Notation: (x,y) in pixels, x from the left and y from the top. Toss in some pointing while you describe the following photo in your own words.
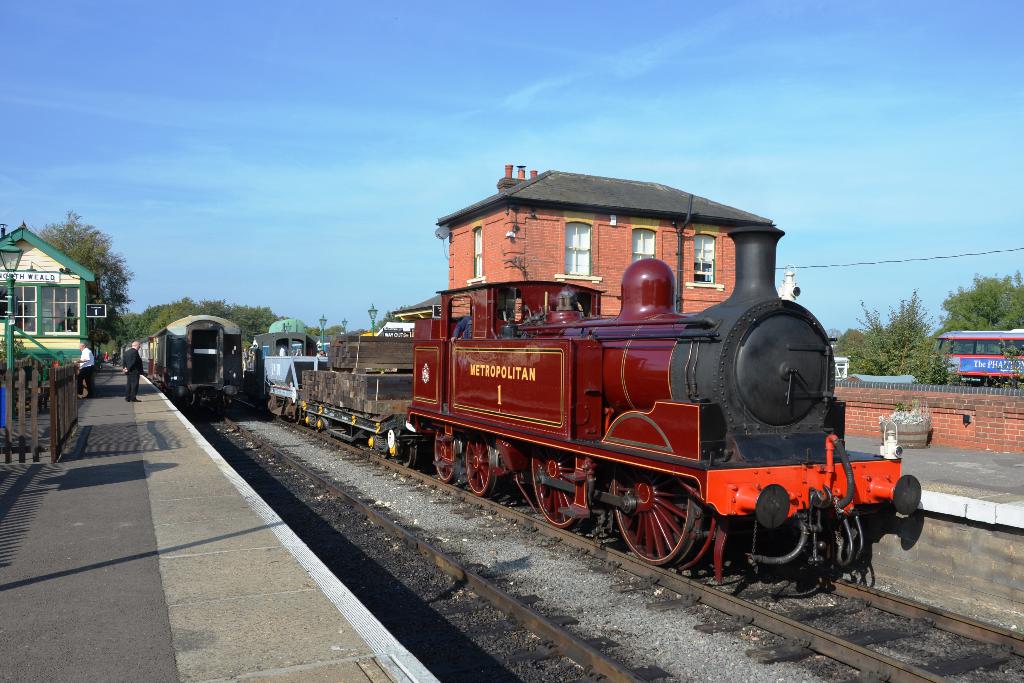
In this image there are trains (613,433) on the railway tracks (453,568). On the either sides of the tracks (346,519) there are platforms (204,563). To the left (81,363) there are people (81,363) standing on the platform (101,473). Behind them there is a railing (55,390). In the background (173,304) there are trees (880,360) and a house (62,280). At the top (384,86) there is the sky (361,96).
